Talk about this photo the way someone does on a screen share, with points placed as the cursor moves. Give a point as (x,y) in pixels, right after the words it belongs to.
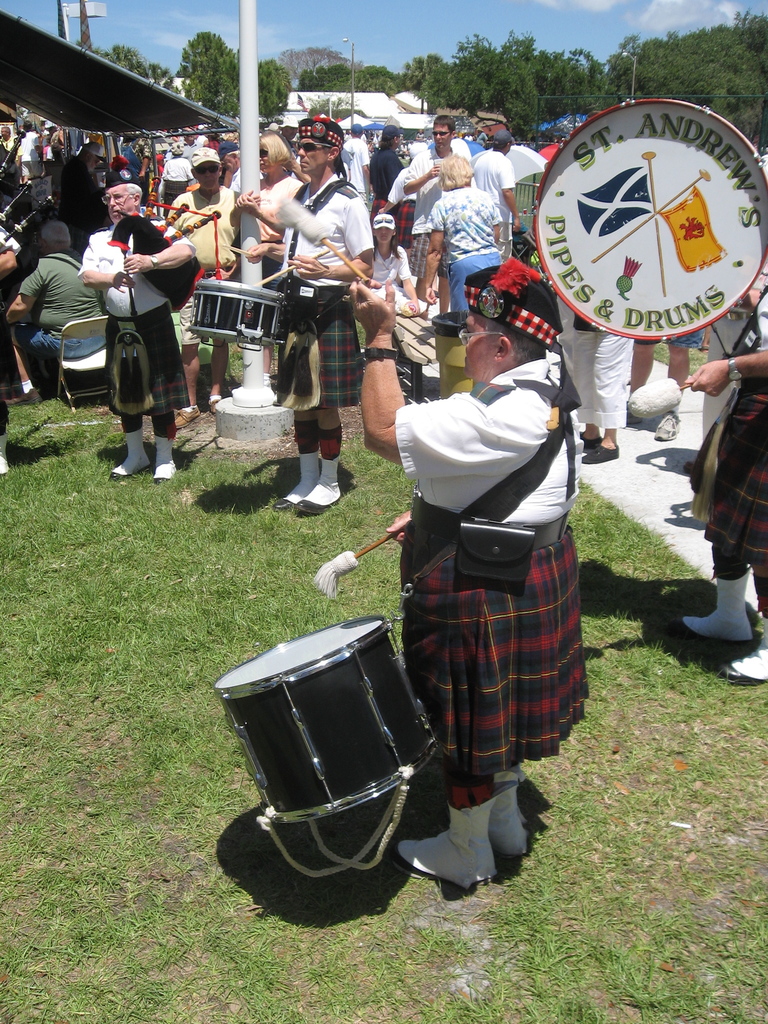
In this image I can see number of persons (352,229) are standing on the ground (252,447) holding few musical instruments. I can see few people (61,229) sitting, some grass (151,535), few poles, few buildings (294,108) and few trees (537,87). In the background (390,35) I can see the sky (397,28).
